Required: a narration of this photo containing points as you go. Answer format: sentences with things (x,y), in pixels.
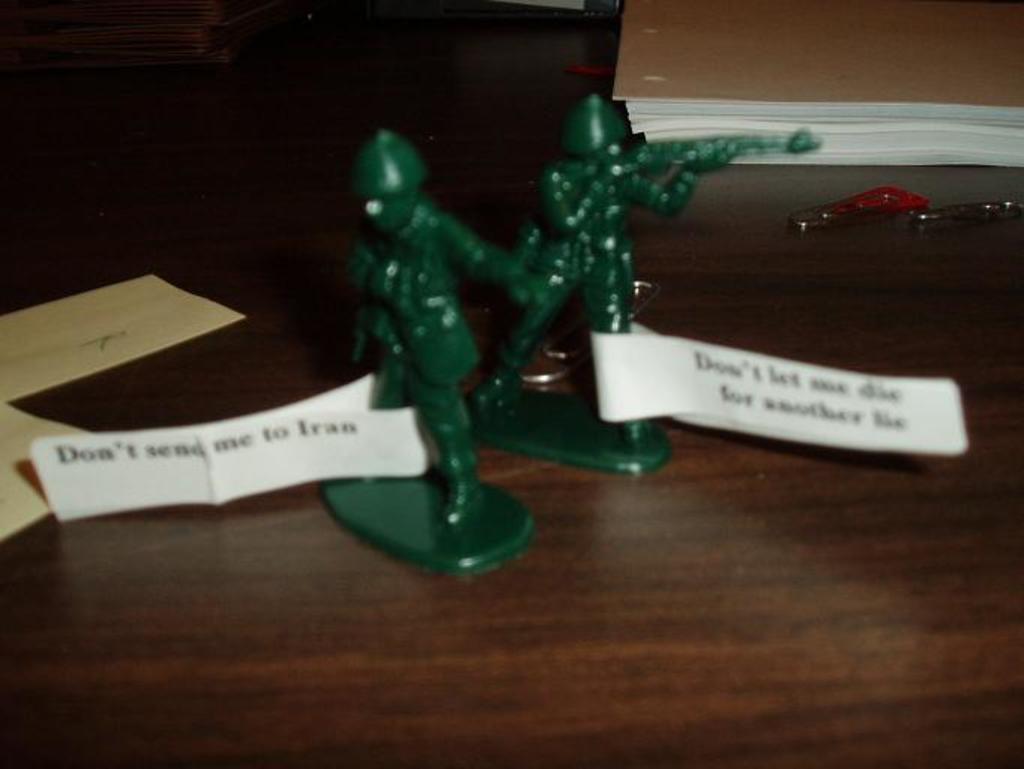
In the foreground of this image (494,282), there are two toy statues (537,331) on a wooden surface (597,584) and there are paper tags (777,423) to their legs (460,401). We can also see papers (80,329), paper clips (945,214), and an object (214,55) on the left top (190,53).
